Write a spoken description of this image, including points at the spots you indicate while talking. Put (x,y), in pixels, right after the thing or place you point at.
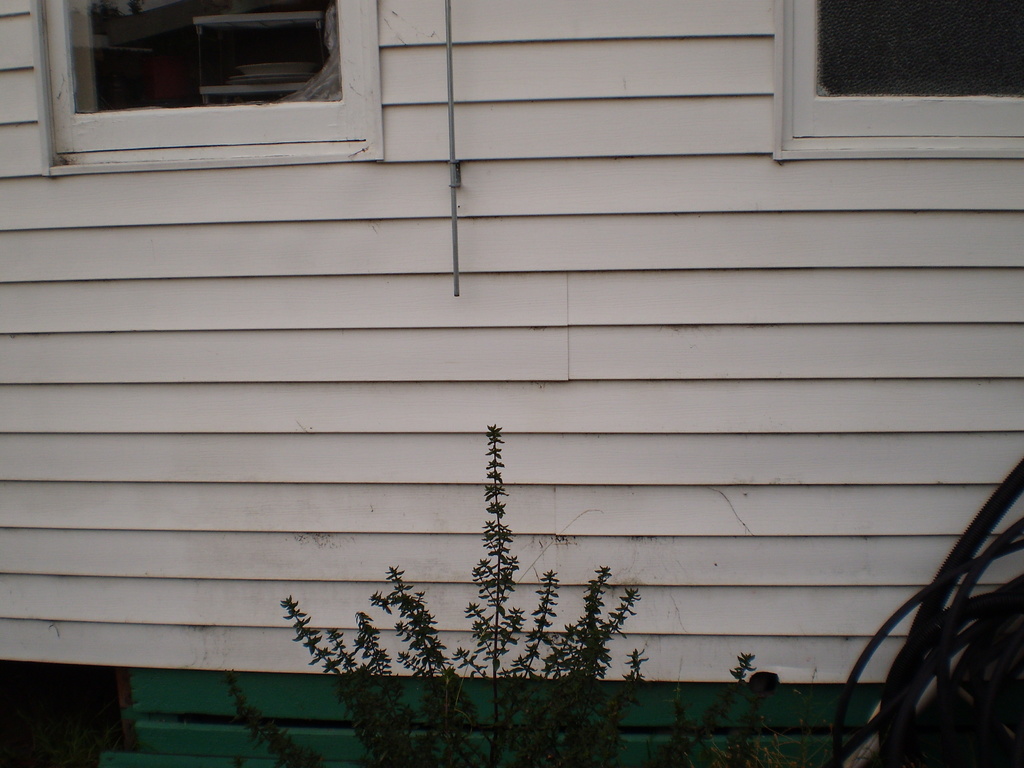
In this image I can see a plant (439,744) in the front (586,756). There are black pipes (946,763) on the right (902,746). There is a building (220,337) at the back (220,337) which has 2 windows (235,67).
